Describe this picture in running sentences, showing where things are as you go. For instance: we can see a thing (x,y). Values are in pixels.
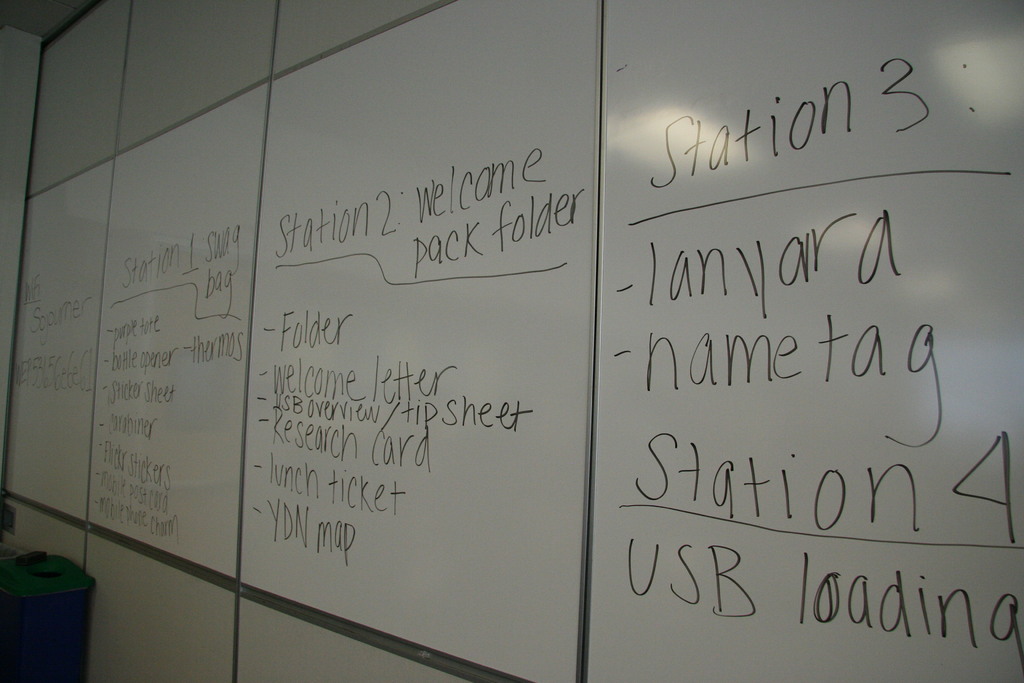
In this image I can see a white color board (288,544) and I can see something written on the board (475,276) with black color, and I can see some object (44,619) in blue color.
